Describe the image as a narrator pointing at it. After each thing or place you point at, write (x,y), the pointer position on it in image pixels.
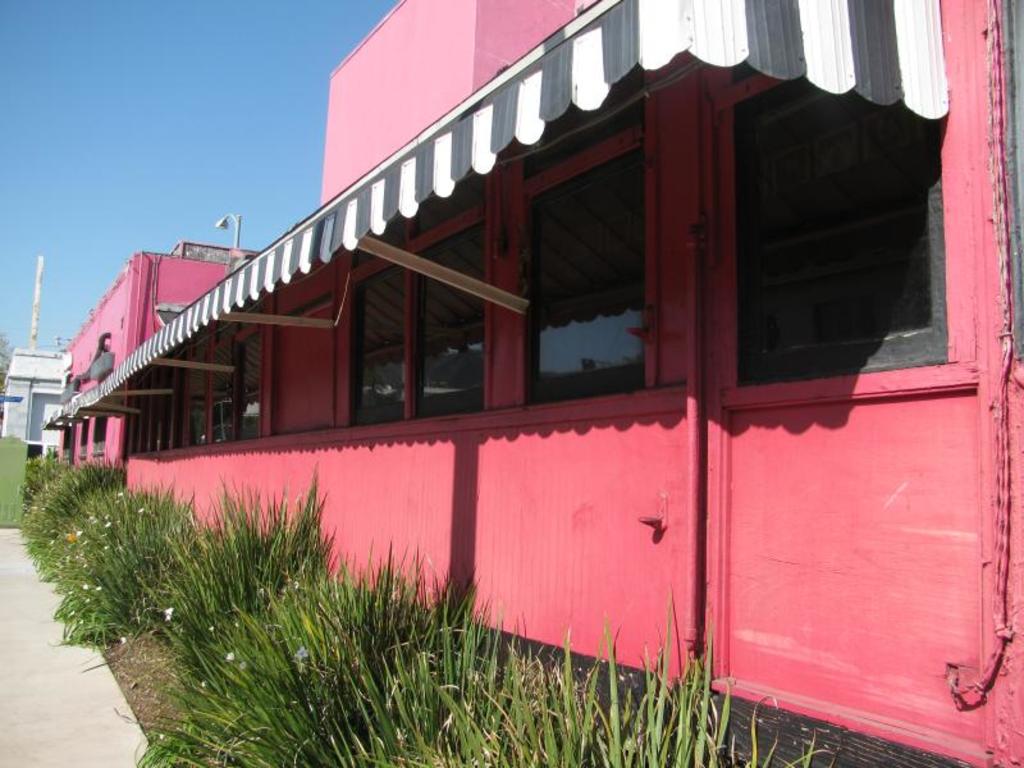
In this image we can see buildings (29,403), a shed (79,416) attached to the building (622,138) and there are few plants (508,677) in front of the building (664,284) and the sky (170,68) in the background (187,126).
